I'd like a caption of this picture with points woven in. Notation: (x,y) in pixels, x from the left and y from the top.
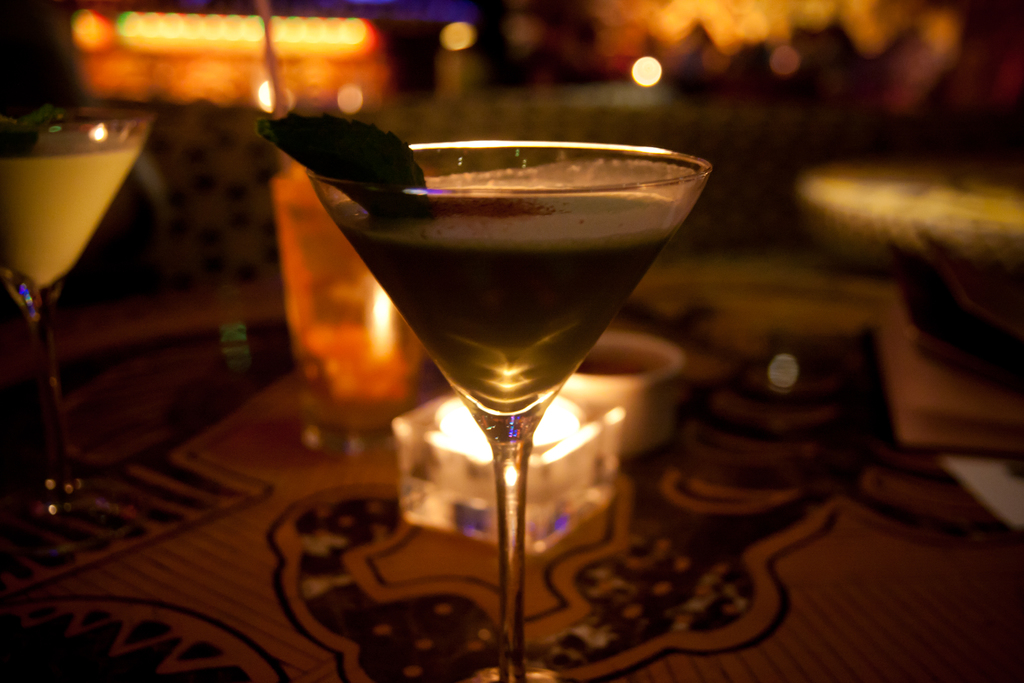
In the picture I can see a glass of wine (656,246) in the middle of the image (426,278) and I can see a green leaf (389,160) in the glass (471,274). It is looking like a book (1012,429) on the right side (992,360). I can see a bowl (627,412) and two glasses (291,279) on the table (532,564).
